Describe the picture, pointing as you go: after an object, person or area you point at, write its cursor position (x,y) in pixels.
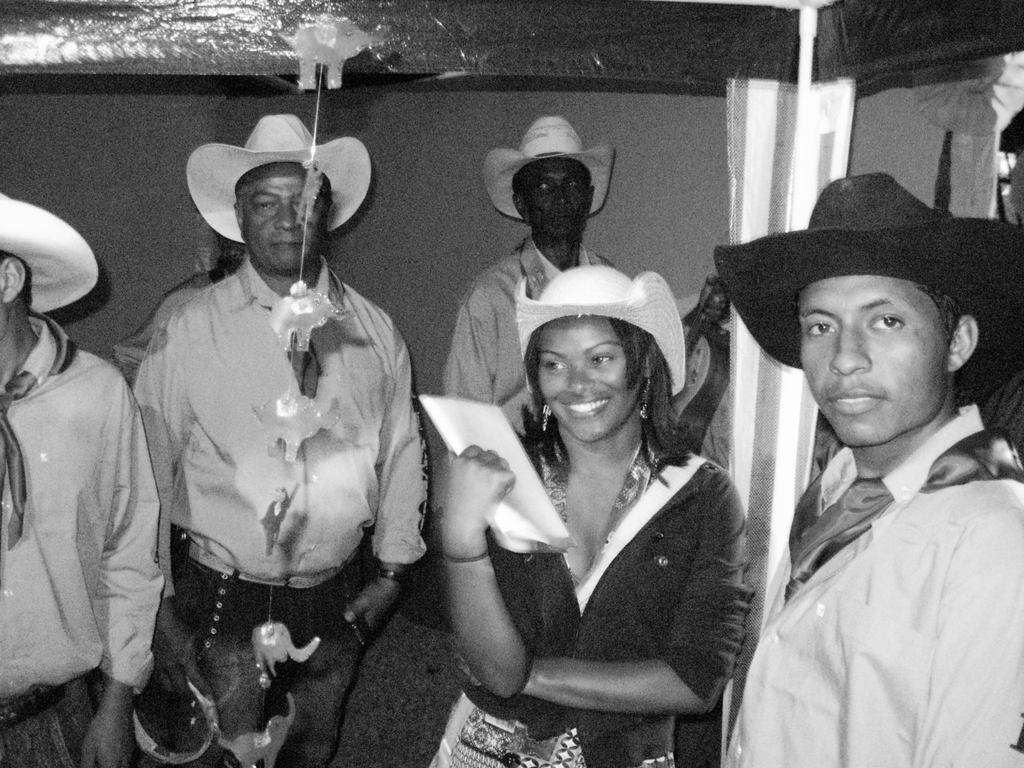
In this image we can see black and white picture of a group of people (401,475) wearing hats (570,301). One woman (588,424) is holding a paper (544,499) in her hand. In the background (309,69), we can see a wall hanging (367,41), poles (803,42) and a shed (774,39).
